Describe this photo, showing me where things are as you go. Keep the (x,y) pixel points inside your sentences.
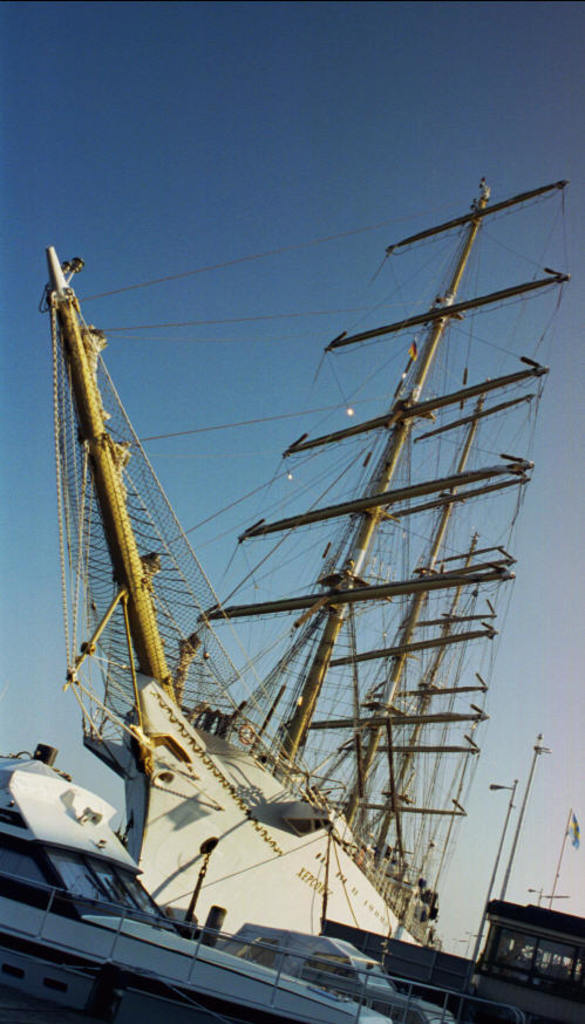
In this picture I can see there is a huge ship (326,556) and there are yacht (180,942) into left and the sky (341,446) is clear.
